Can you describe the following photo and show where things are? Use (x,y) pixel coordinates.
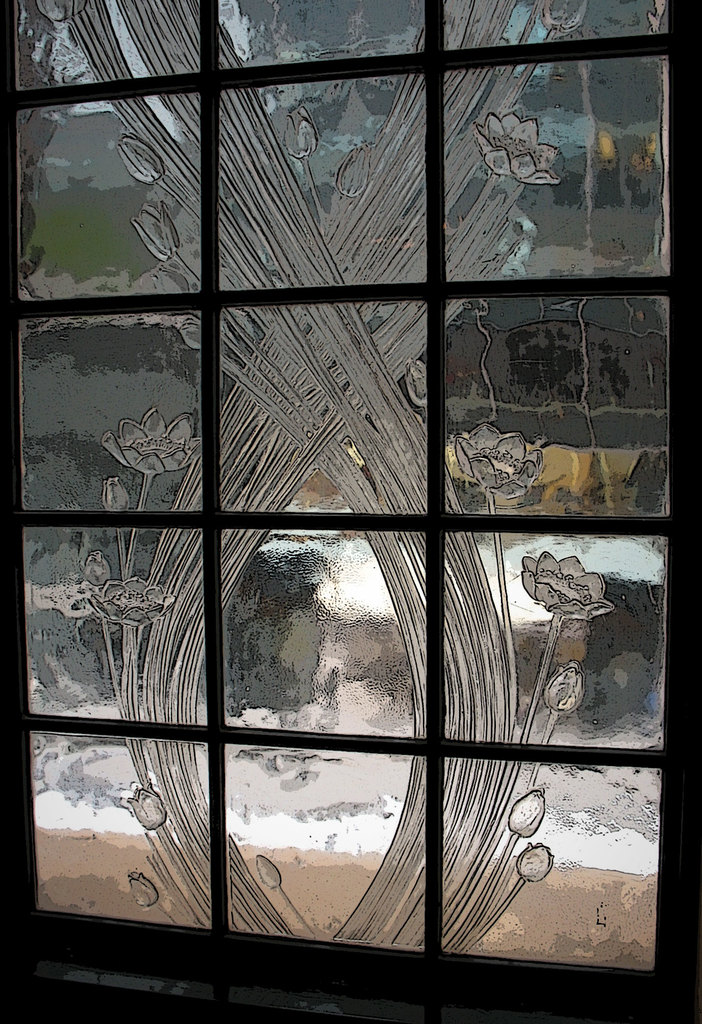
In this image I can see the glass art window (233,442) which is in black and grey color.
